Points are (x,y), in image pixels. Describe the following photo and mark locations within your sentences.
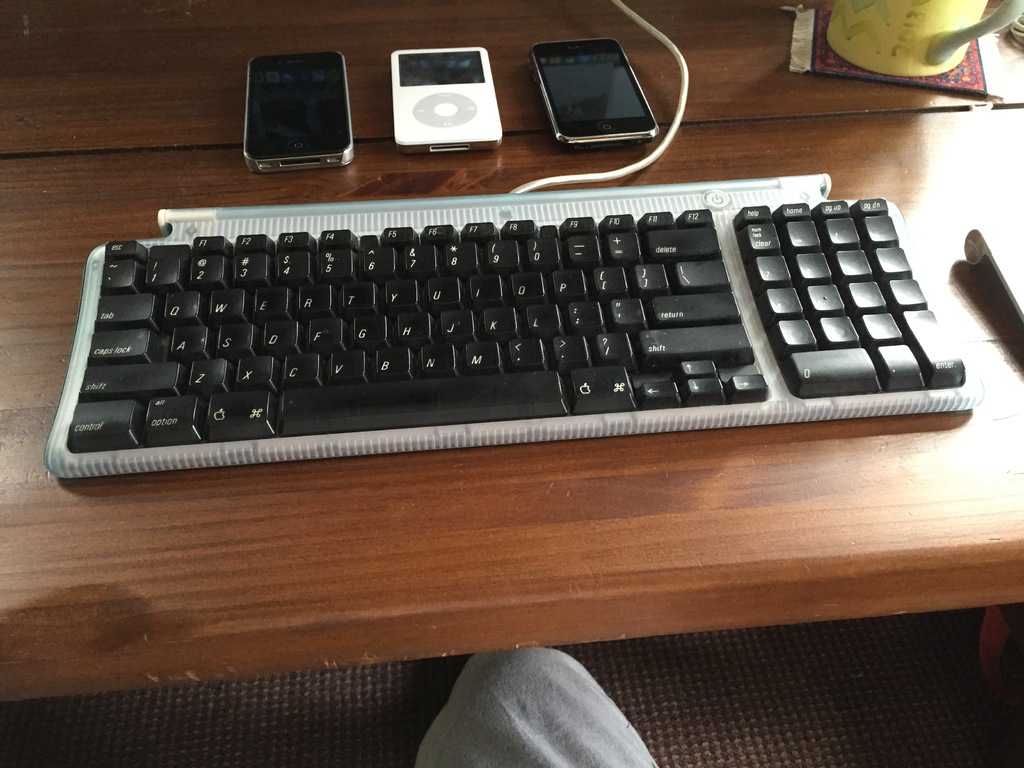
This picture shows a keyboard (250,217) and a mobile (641,104) and iPod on the table (705,84).
